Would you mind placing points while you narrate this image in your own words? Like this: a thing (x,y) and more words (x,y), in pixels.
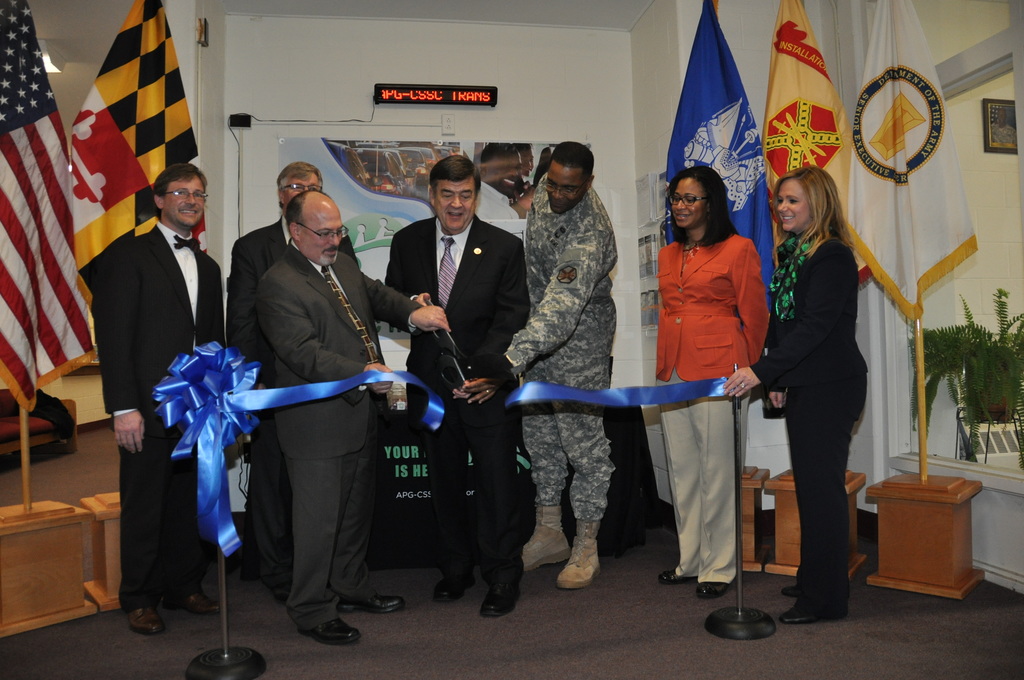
In this image we can see a group of people (367,290) standing on the floor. In that a person (417,330) is holding a scissor (445,341). We can also see two poles (735,621) tied with ribbon (229,427) in front of them. On the backside (335,166) we can see some flags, a plant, a board (447,151), some papers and a digital screen (477,103) on a wall (355,110).
